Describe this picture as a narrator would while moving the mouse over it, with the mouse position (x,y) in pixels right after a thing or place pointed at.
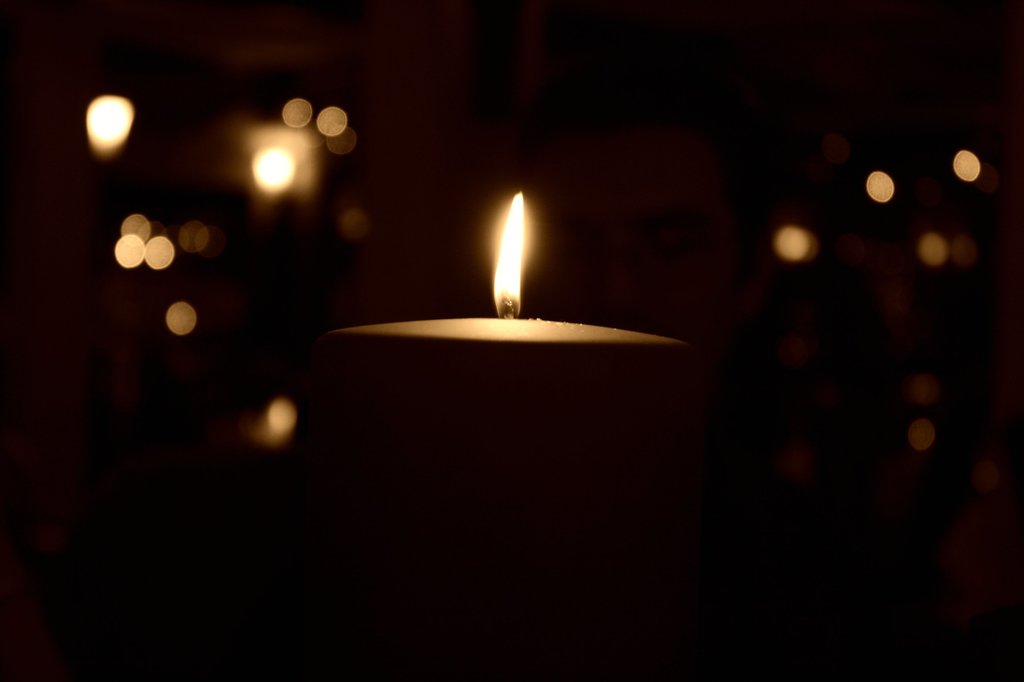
As we can see in the image in the front (409,399) there is a candle (555,561) and the image is little dark.
